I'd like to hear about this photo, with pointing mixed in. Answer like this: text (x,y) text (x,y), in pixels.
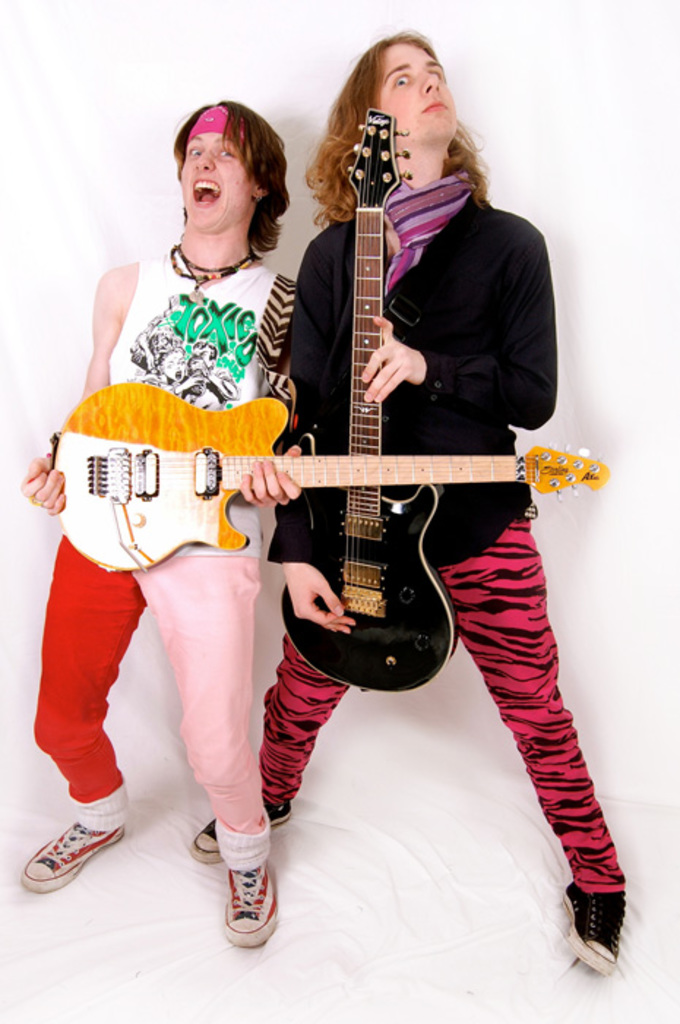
There are 2 men (123,642) holding guitar (201,499) in their hands (306,607) individually.
